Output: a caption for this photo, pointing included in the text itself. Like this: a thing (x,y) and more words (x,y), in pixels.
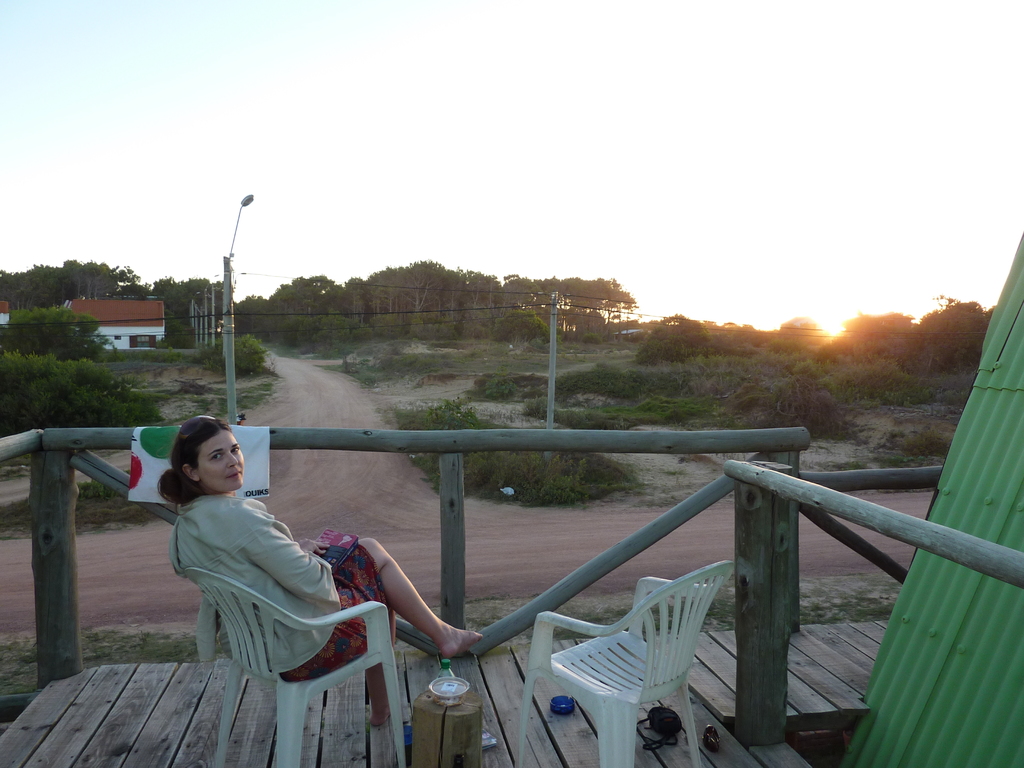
In the picture I can see a woman (355,583) sitting on a plastic chair (382,657) and she is holding a book (326,545). I can see the plastic chairs (584,656) and a small wooden log (458,728) on the wooden floor (181,722). There is a green metal sheet (964,488) on the bottom right side (986,696). In the background (337,348), I can see the trees (566,321), electric poles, a light pole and a house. I can see the sunshine (835,335) in the sky (859,295).
